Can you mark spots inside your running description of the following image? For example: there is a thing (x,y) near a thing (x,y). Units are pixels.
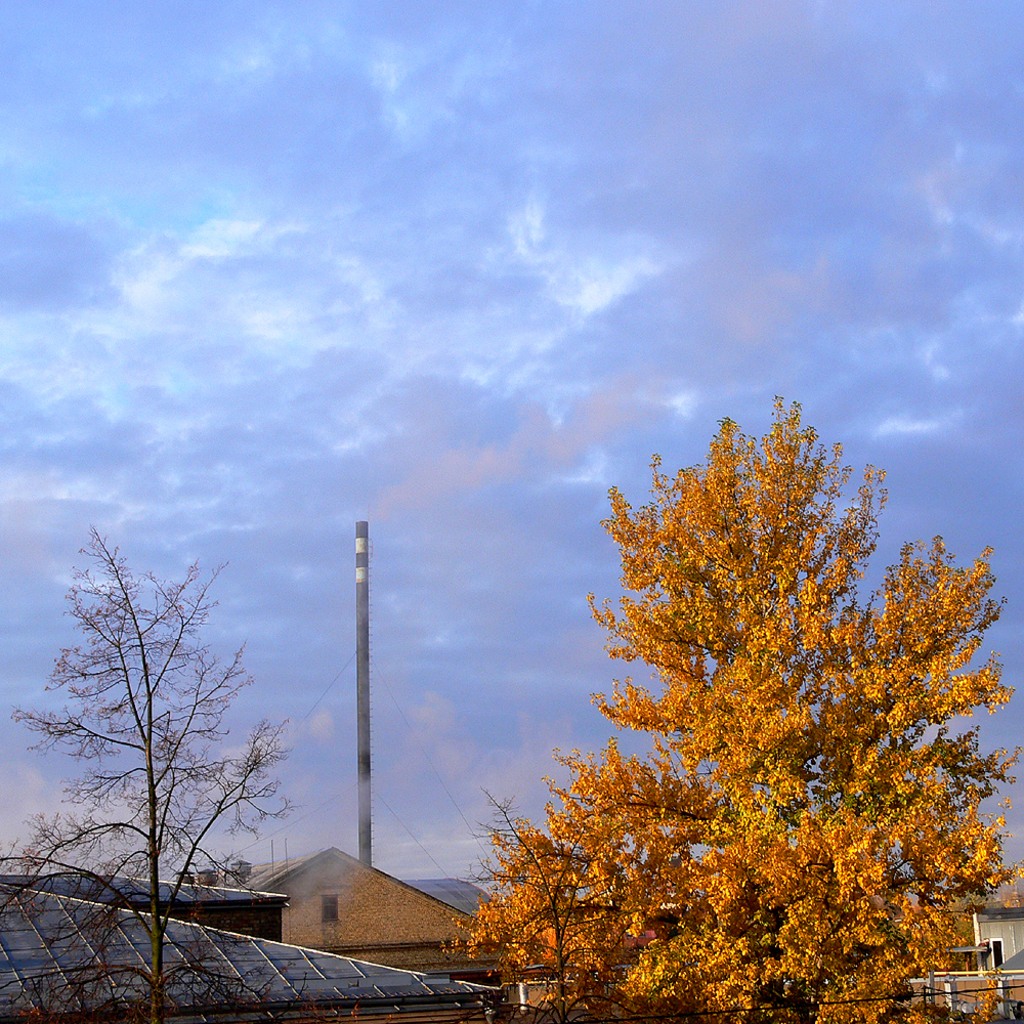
In this picture we can see a house (293,869), few trees (891,699) and a pole (362,631) in the background (196,699). Sky (238,714) is cloudy.
